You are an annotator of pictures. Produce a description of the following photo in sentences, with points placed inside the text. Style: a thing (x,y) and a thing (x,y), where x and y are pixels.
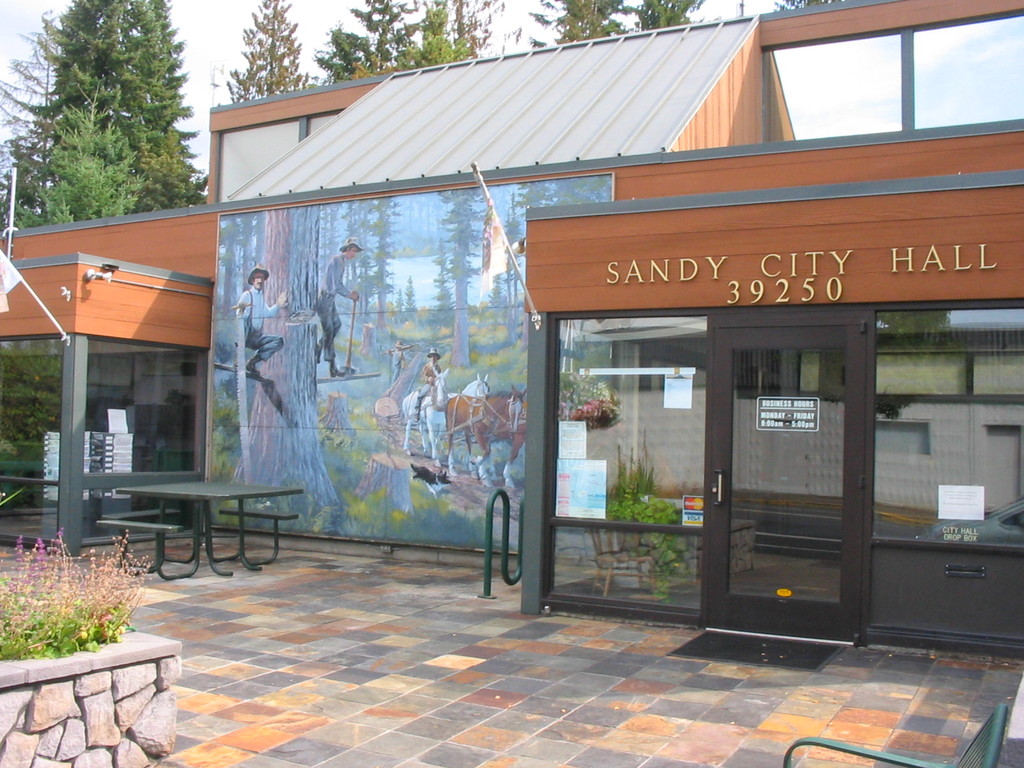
In this image we can see the building (637,413) with text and numbers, and there are windows (623,381) and door (723,424). And we can see the wall (419,392) with painting (451,399). In front of the building (181,471) there are benches (261,514) and table (208,526). We can see the wall (110,678) with plants (74,611) and flowers (90,575). In the background (91,110), we can see the trees (173,86) and sky (219,22).
